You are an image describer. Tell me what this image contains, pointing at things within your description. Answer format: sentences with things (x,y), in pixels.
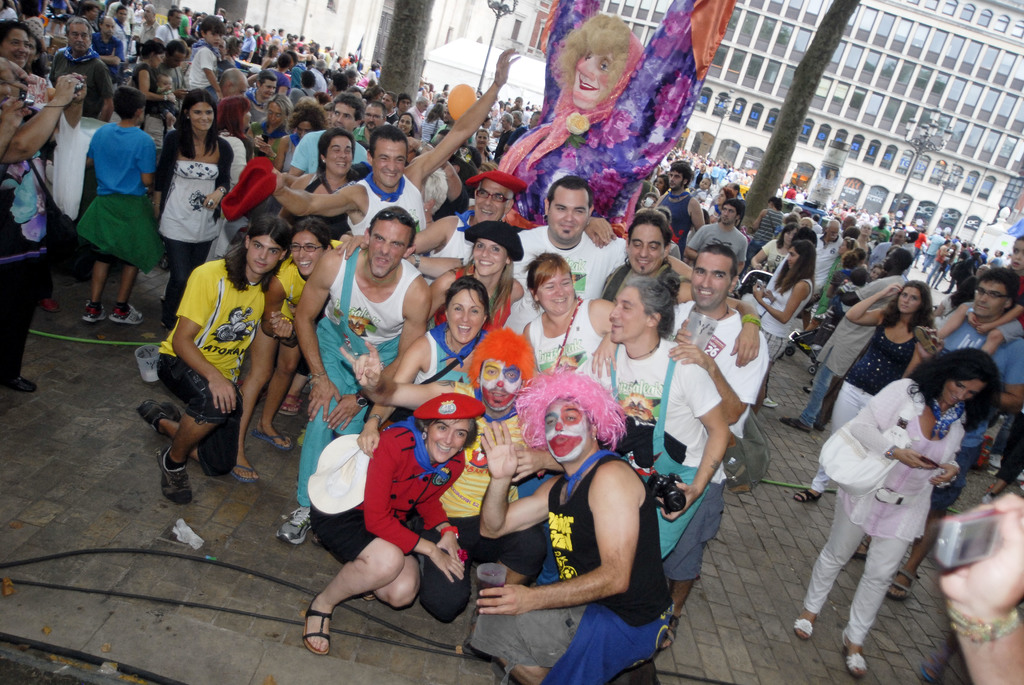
In this image, we can see a group of people (13,317) are on the floor (726,573). Few are smiling and holding some objects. Here we can see the wires (233,568). Background (709,131) there are so many buildings (713,80), poles (709,144), pillars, glass windows (938,86).
